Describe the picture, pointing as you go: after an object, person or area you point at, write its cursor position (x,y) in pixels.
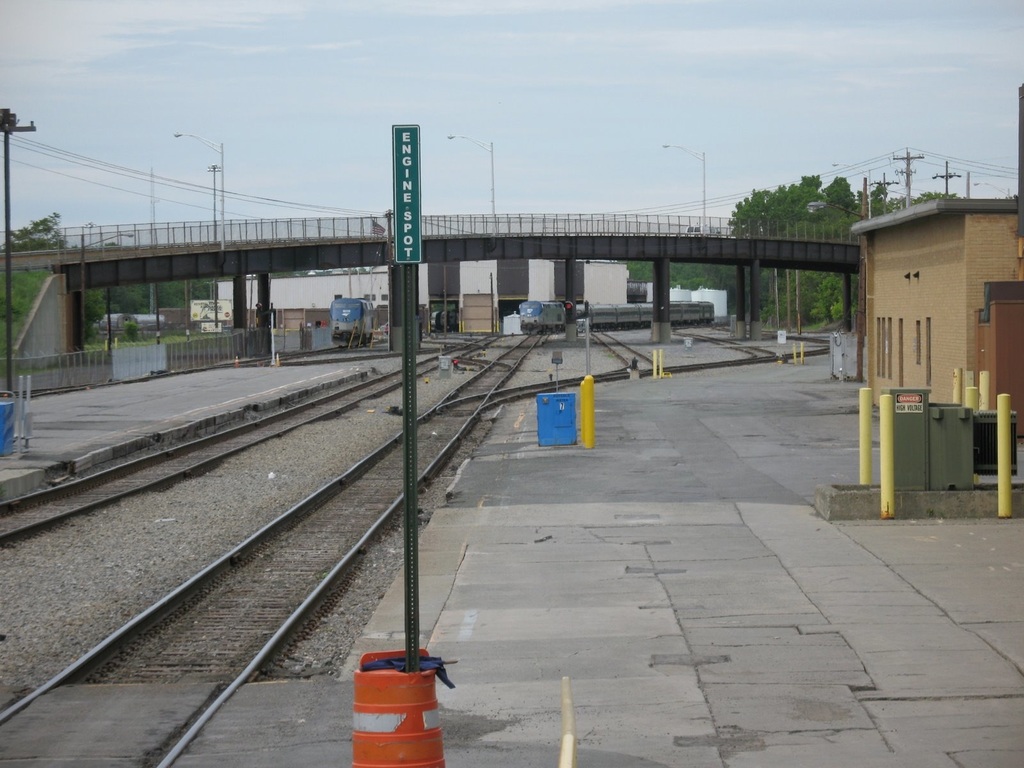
In this picture there are tracks (456,404) in the center of the image (425,362) and there are trains (527,316) in the image and there is a bridge (77,291) at the top side of the image (510,250) and there are poles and trees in the background area of the image (111,333) and there are boundaries (285,333) on the right (895,351) and left side of the image (37,364) and there is a pole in the center of the image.
